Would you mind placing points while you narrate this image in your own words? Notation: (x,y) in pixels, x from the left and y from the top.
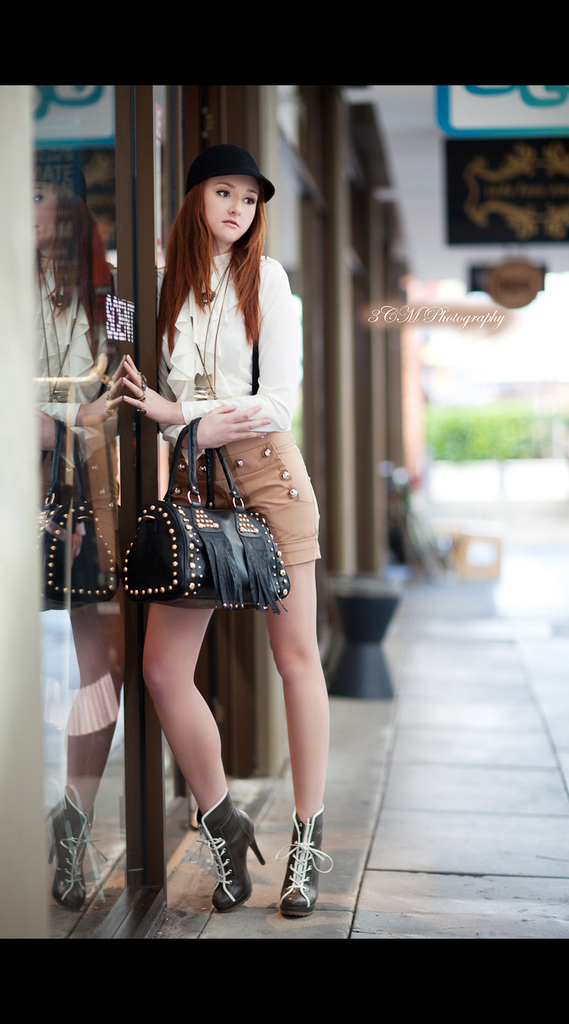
In this picture there is a woman (244,200) standing, holding a handbag (224,472) in her right hand (206,420), and she is wearing a cap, she is looking on to her left, she is standing on the walkway (464,733) in the backdrop (506,303) we can see some plants (534,426) over here and there are some name boards (493,198).
